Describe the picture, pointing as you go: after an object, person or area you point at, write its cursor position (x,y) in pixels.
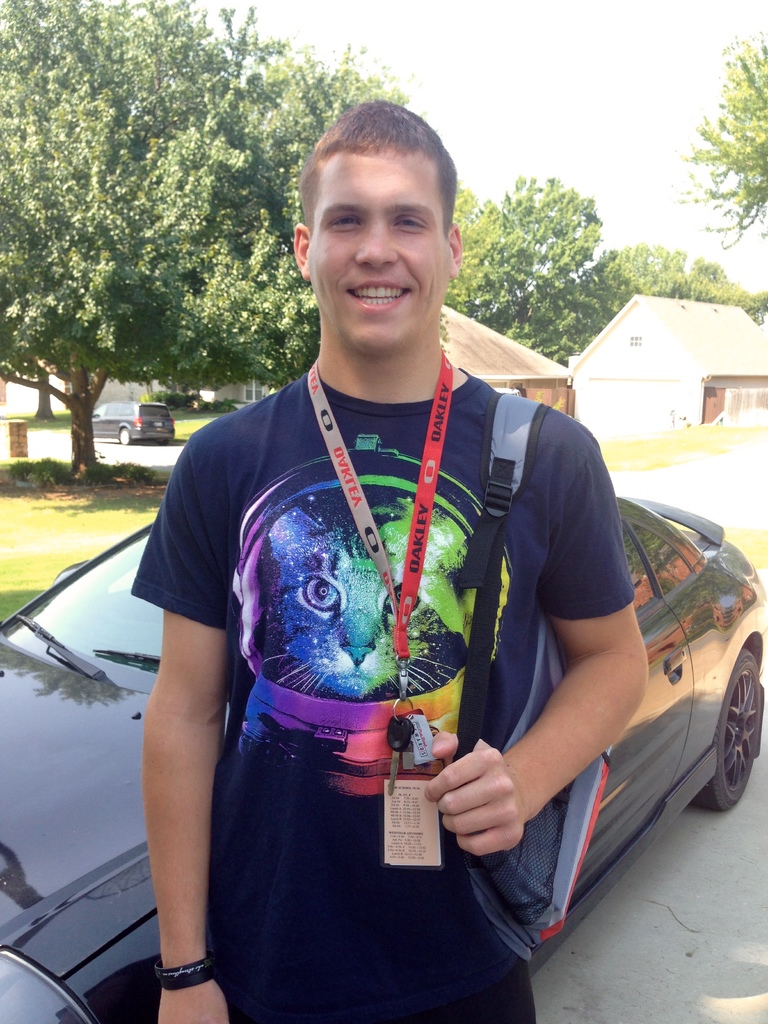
In the picture I can see a person (297,596) wearing blue color T-shirt (335,712) also wearing ID card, carrying bag (500,517) standing, there is black color car (120,844) and in the background (120,357) there are some trees (162,331), houses (569,369) and clear sky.
